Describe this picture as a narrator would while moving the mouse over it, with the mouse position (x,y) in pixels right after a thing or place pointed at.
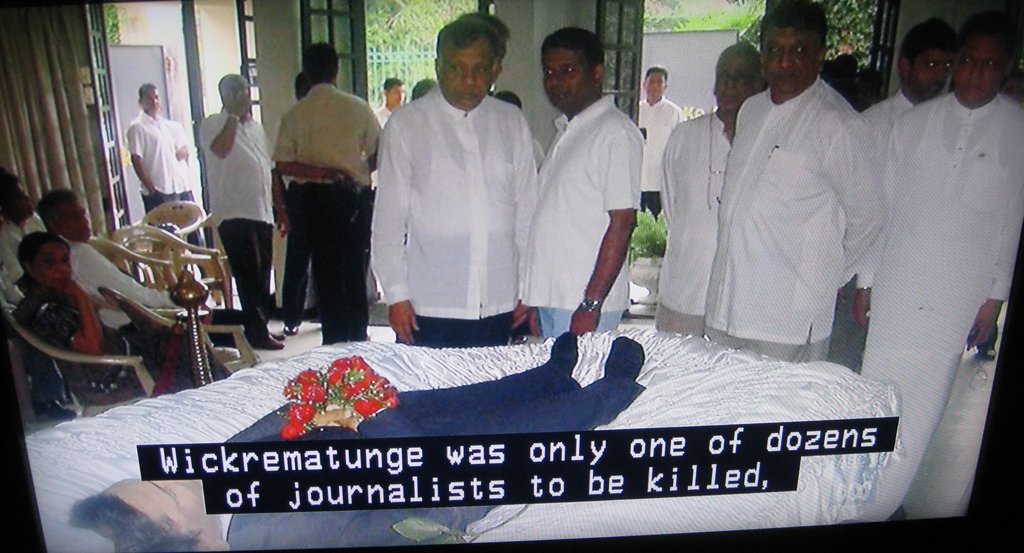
This is the screen (697,417). I can see group of people (470,175) standing and three people (85,318) sitting on the chairs (156,264). Here is the curtain (47,111) hanging. These are the doors (355,45). I can see the dead man (397,427) lying on the bier (671,420). This looks like a flower bouquet (328,382). I can see the trees (452,8) through the door (630,22). This is the subtitle (727,470).
